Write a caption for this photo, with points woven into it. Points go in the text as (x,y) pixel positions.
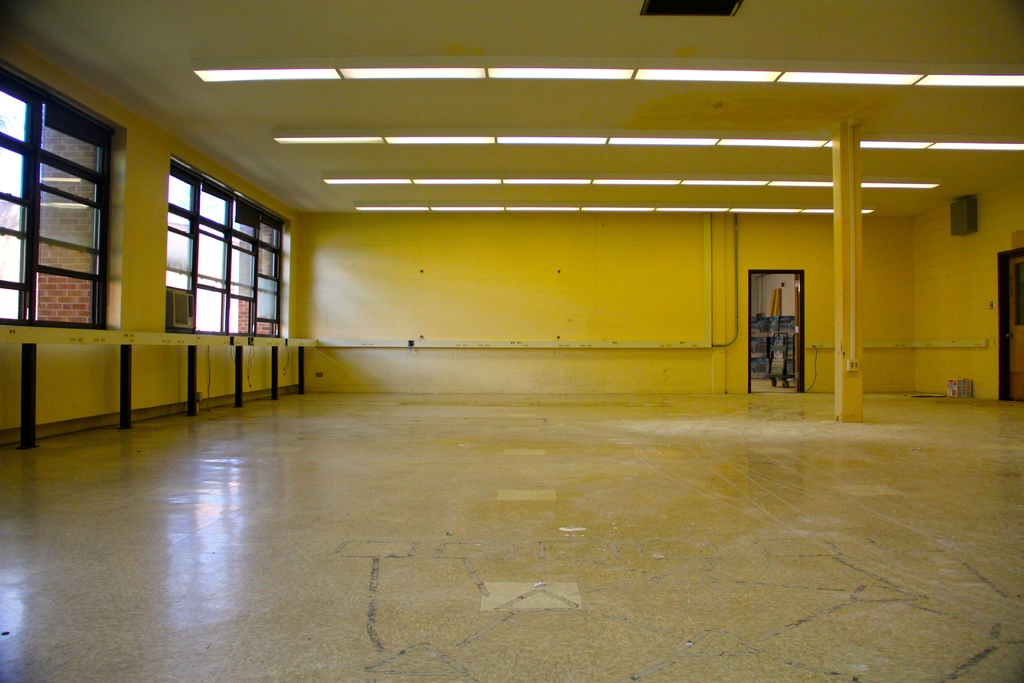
This picture describes about inside view of a room (572,377), in this we can find few lights (563,208) and a box (953,216) on the wall (929,287).
